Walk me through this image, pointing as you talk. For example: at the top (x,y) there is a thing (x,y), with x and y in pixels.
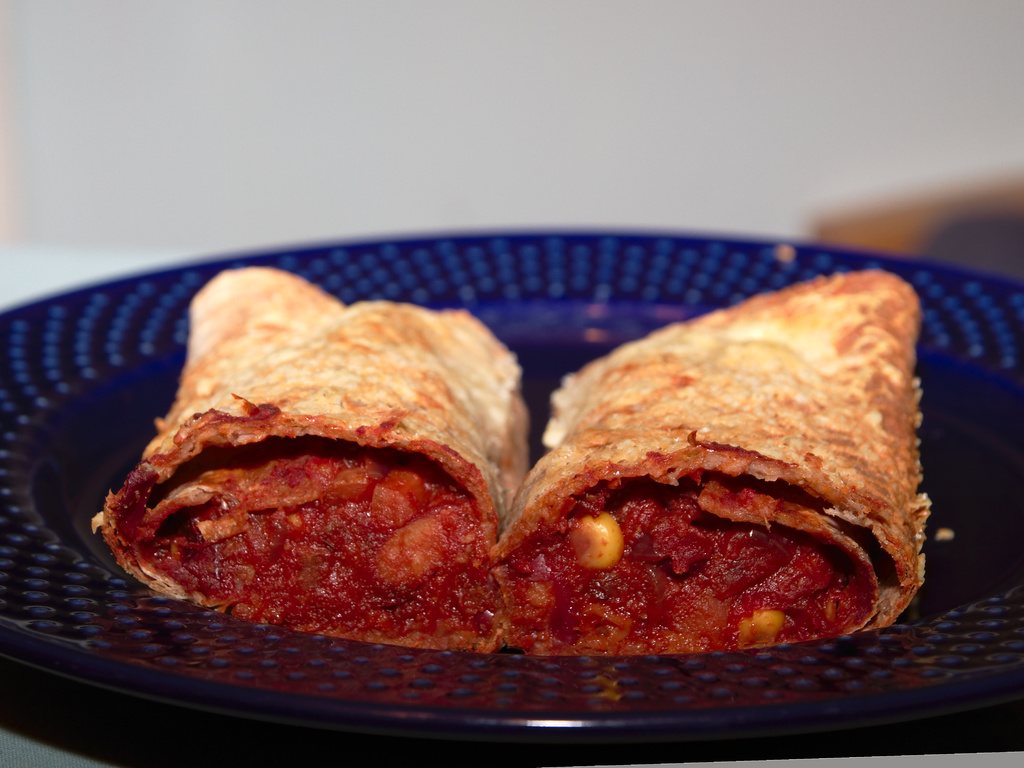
In this image I can see a blue colour plate (919,714) and on it I can see food (658,349). I can also see this image is little bit blurry in the background (573,93).
